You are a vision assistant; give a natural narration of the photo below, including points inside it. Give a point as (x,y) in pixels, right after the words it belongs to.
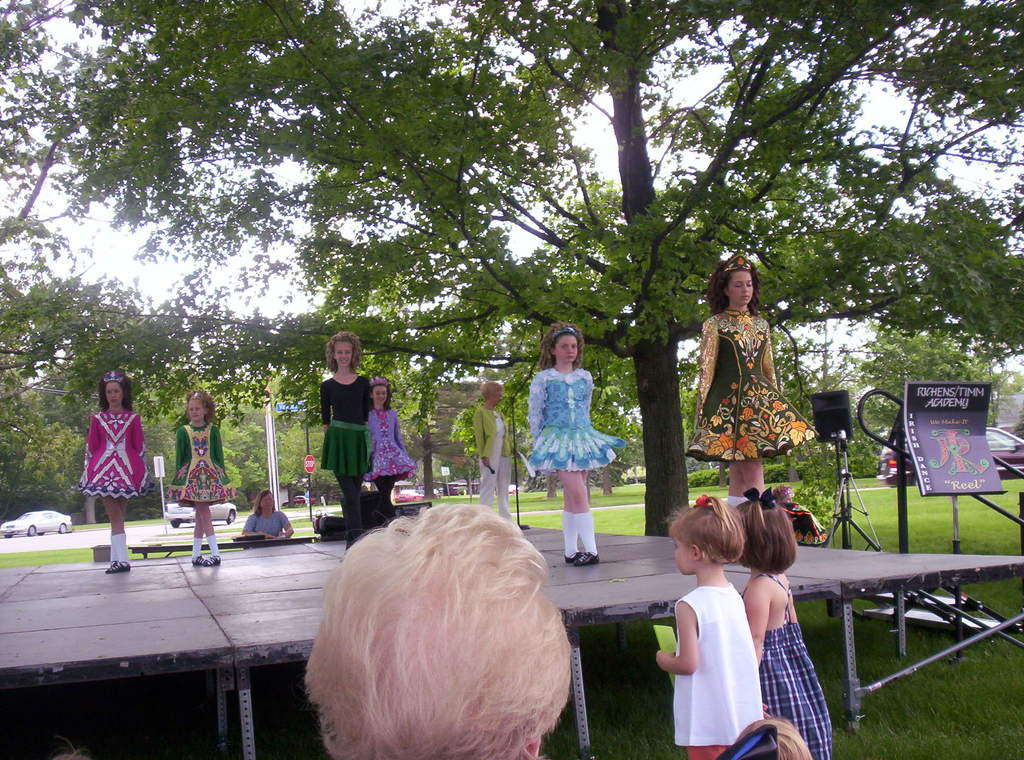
In this image I can see some people (477,509). On the right side (973,457), I can see a board (958,448) with some text (960,426) written on it. In the background (34,516), I can see the vehicles (50,511). I can also see the trees (456,247).
